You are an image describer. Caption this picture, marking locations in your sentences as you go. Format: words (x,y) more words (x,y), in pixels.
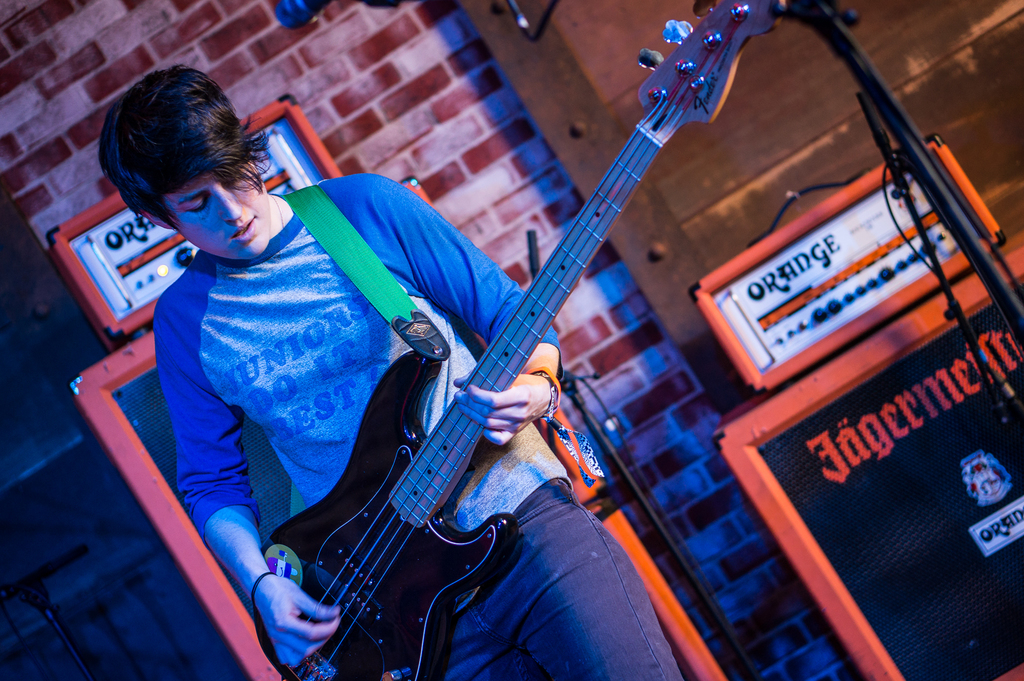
This is the picture of a person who is holding a guitar (562,259) and behind him there are some speakers (737,327).
